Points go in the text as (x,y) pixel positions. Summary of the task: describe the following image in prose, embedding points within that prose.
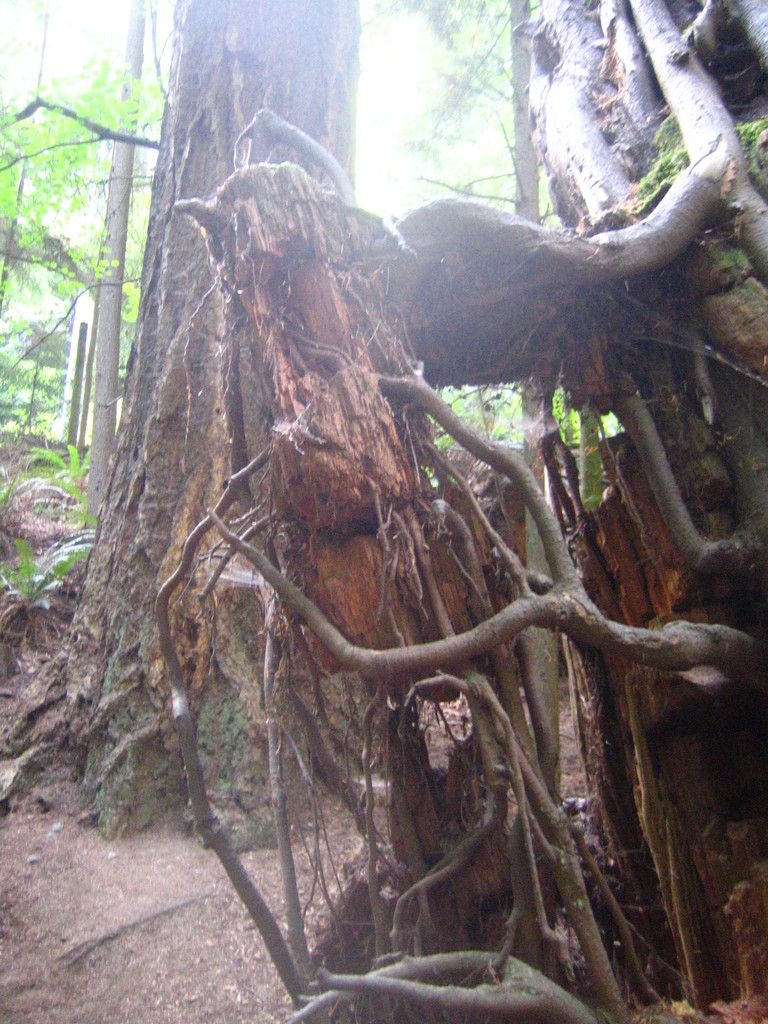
In this picture there is a dry roots (515,792) of the tree (307,369). In the background (210,65) we can see tree trunk (208,122) and some green Leaves (475,104).
